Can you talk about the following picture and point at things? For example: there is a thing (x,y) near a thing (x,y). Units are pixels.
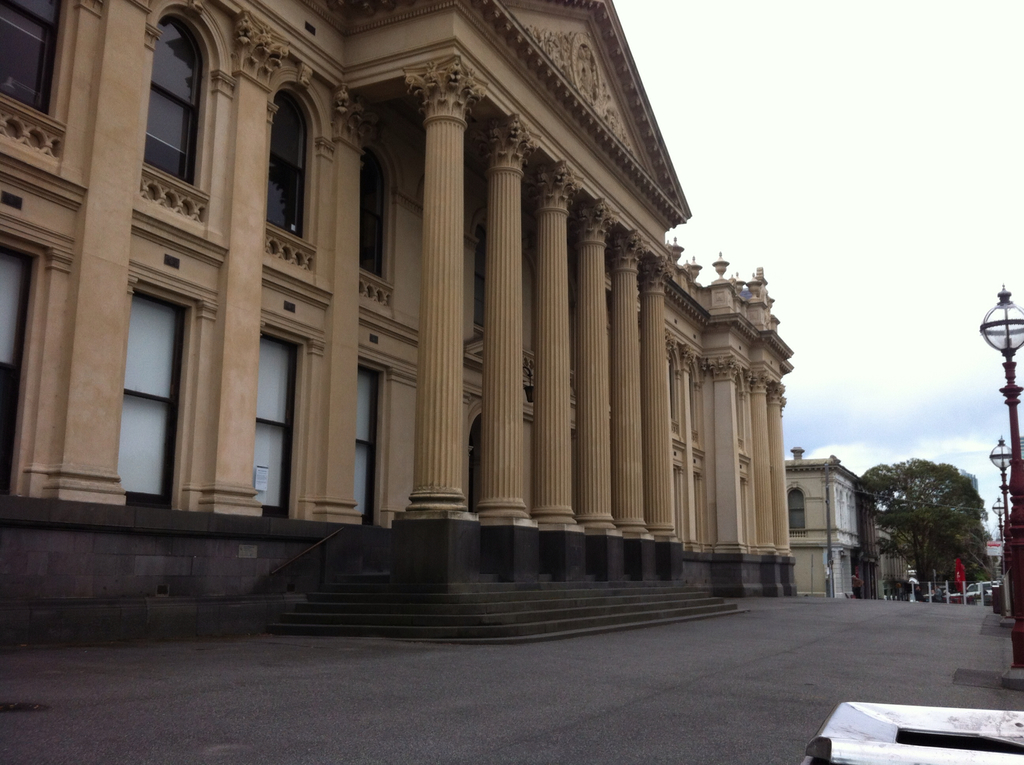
This image is clicked on the road (435,701). To the left (187,335) there are buildings (804,501). To the right (1015,528) there are street light poles (1005,541). At the top (890,131) there is the sky (829,128). There are steps (481,603) to the building (598,573).
